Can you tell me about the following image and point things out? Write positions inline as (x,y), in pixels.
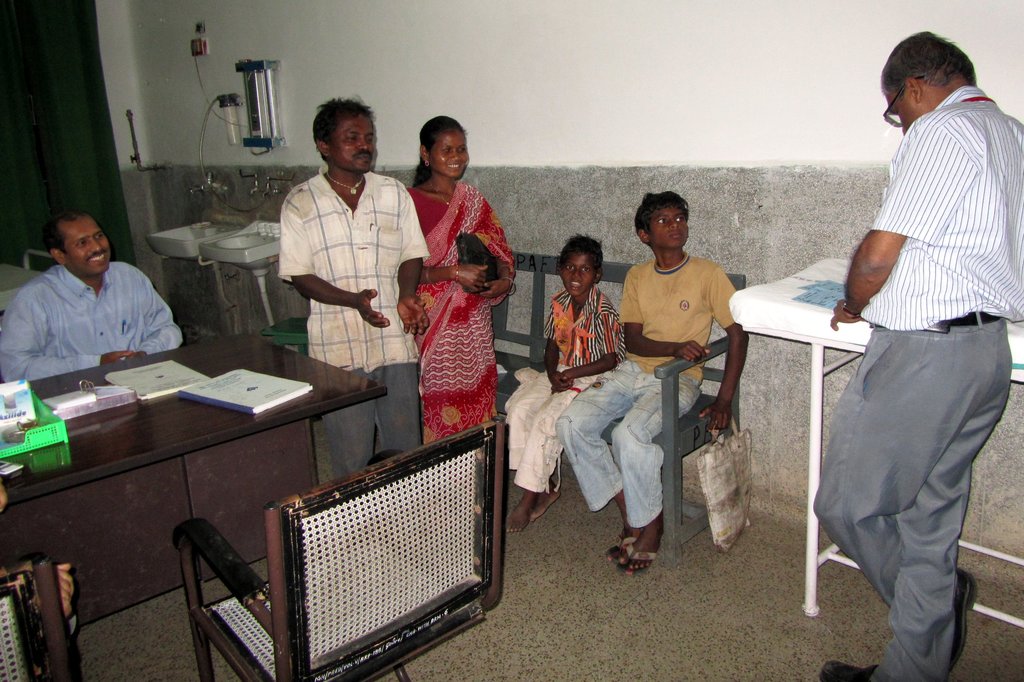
In the image we can see there are people (692,376) sitting on bench (668,383) and others (479,294) are standing. There are hand wash sinks (179,242) at the back (192,231) and a water purifier machine (267,98) is attached to the wall (245,287). There are books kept on the table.
